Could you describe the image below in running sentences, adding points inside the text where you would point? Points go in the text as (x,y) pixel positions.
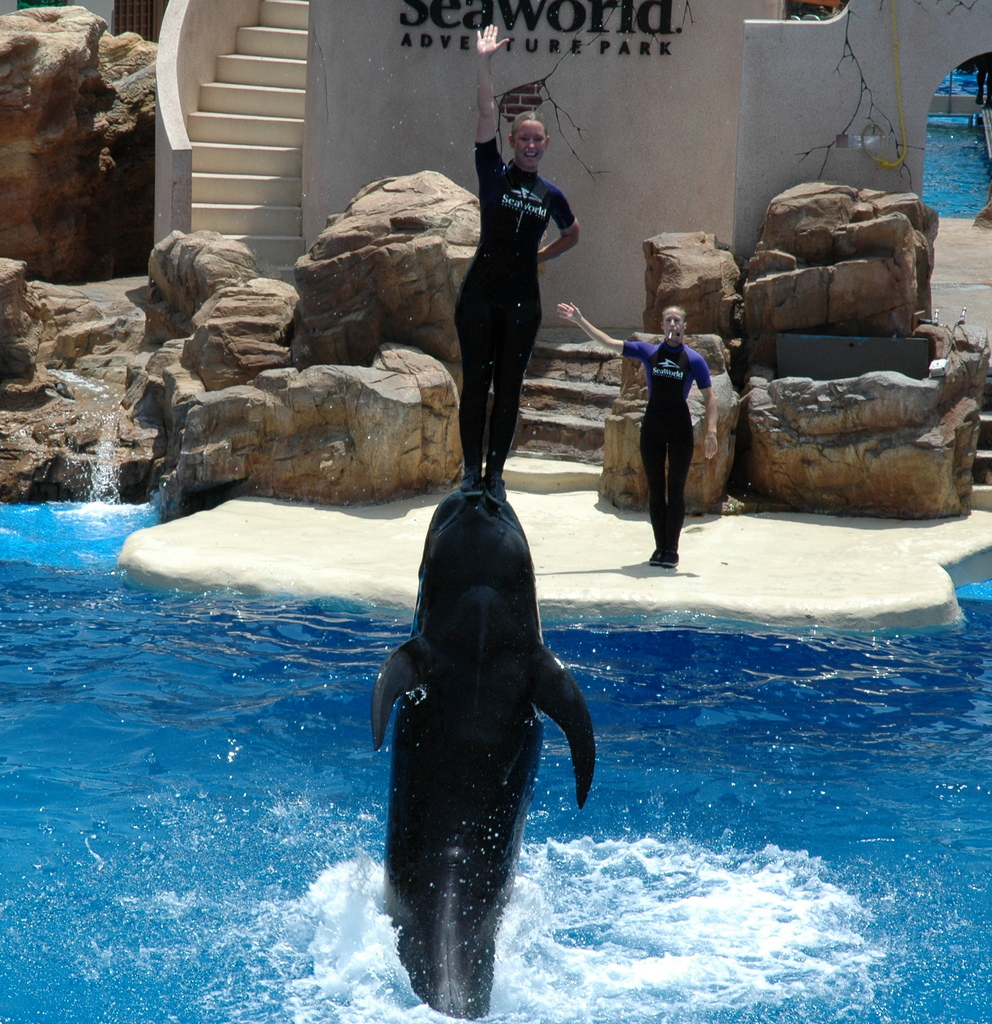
In this image we can see two people (675,487), a dolphin (473,784) in water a person (493,409) standing on the dolphin (510,671) in the background (264,166) there are some stones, stairs (280,62) and wall (538,94) and some text (575,48) written on the wall (697,91).
